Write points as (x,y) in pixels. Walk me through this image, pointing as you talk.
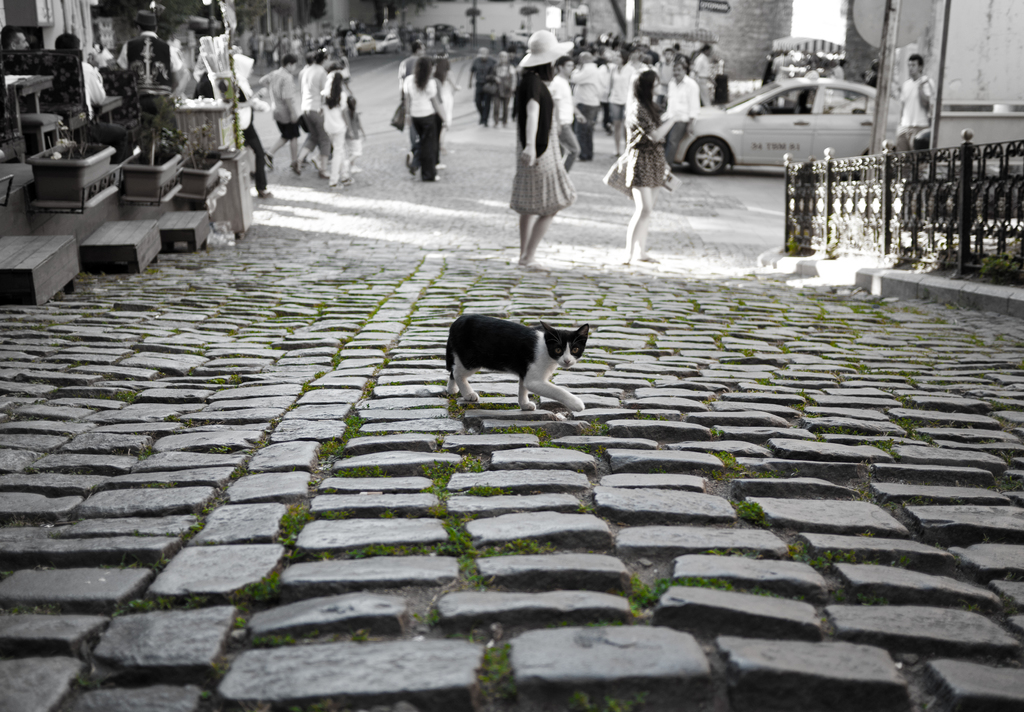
In this partly black and white image there is a cat (517,370) walking on the road (642,398), behind the cat (544,386) there are a few people (543,96) standing and walking on the road (590,170) and there is a vehicle (712,135). On the left side of the image (137,182) there are plant pots (105,159) on the stairs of a building (99,134). In the background (360,5) there are buildings (682,24).
